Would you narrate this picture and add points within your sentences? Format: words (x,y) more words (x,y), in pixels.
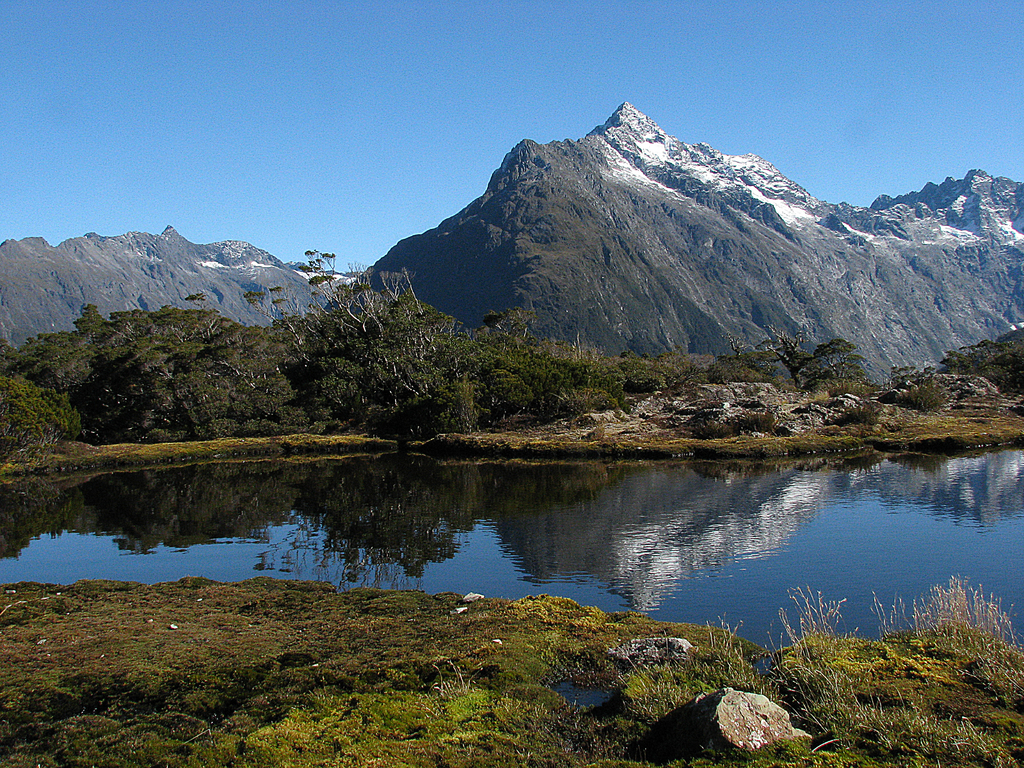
In this image I see the grass (587,624), water (608,559) and number of trees (331,357). In the background (765,330) I see the mountains (90,252) and I see the clear sky (419,99).
